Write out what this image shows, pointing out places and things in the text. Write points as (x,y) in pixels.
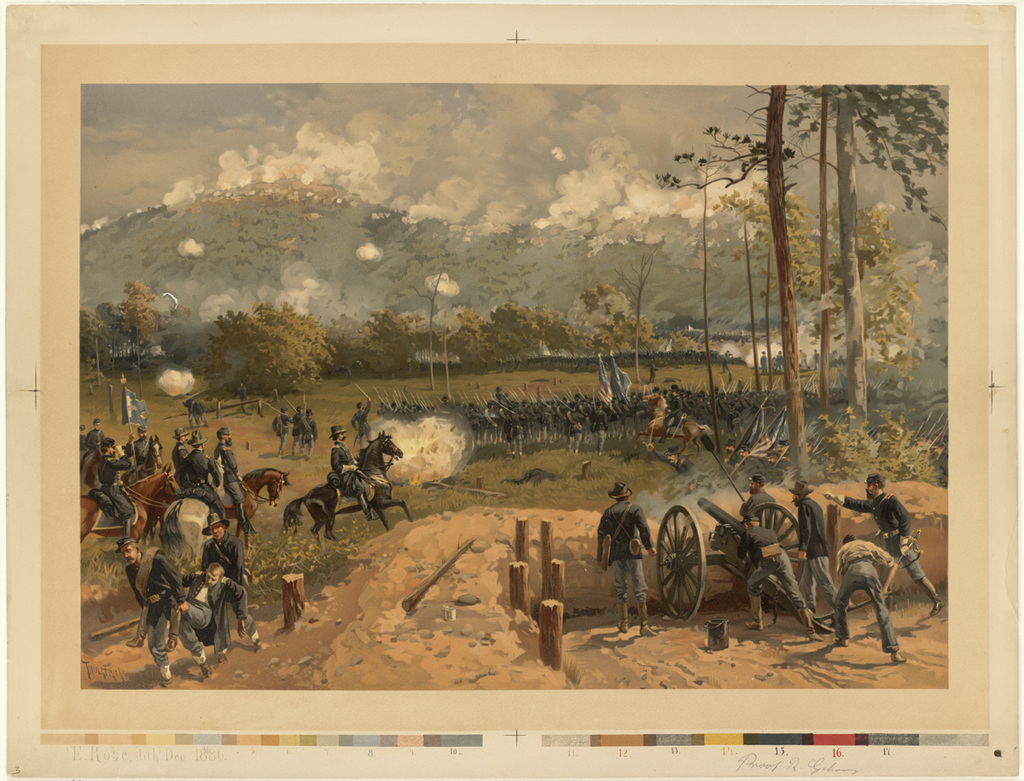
In this image there is a painting (443,367). Few persons (232,466) are sitting on the horses (246,501). Few persons (872,552) are standing near the cart (680,557) which is having a weapon (718,510). Left bottom two persons (225,548) are holding a person (187,612). There are few trees (220,371) on the grassland (497,379). Behind there is a hill (336,260).
